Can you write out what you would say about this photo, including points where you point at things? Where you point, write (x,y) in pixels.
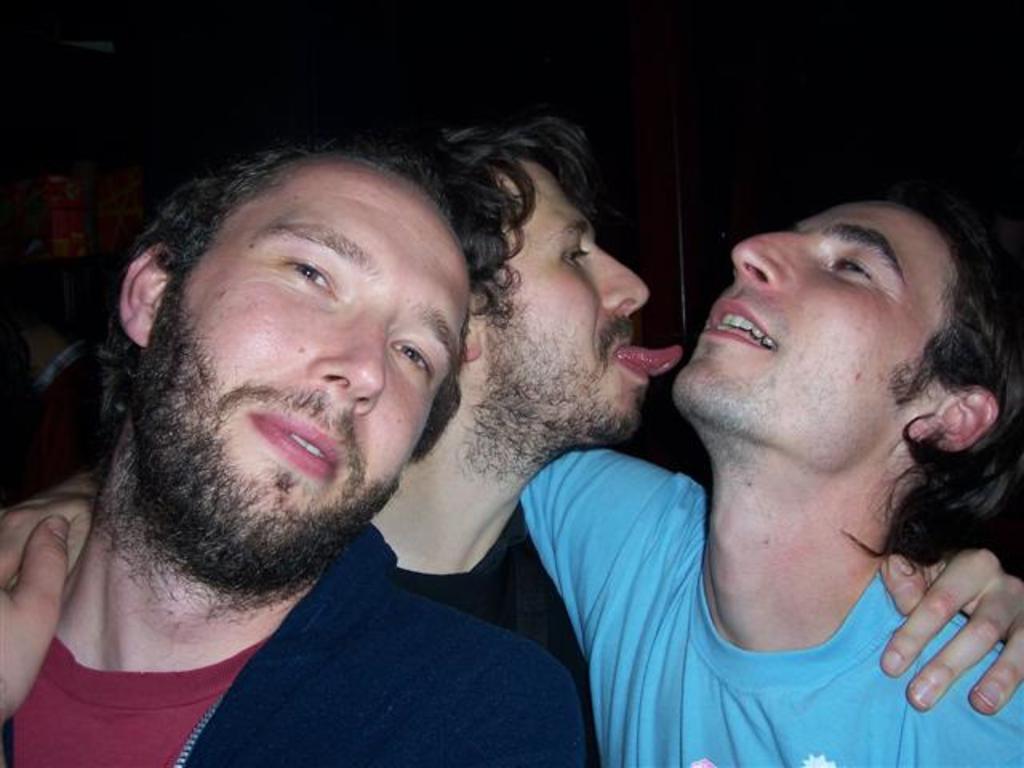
In the middle of the image (517,401) there are three men (503,519). In this image the background (693,265) is dark.
